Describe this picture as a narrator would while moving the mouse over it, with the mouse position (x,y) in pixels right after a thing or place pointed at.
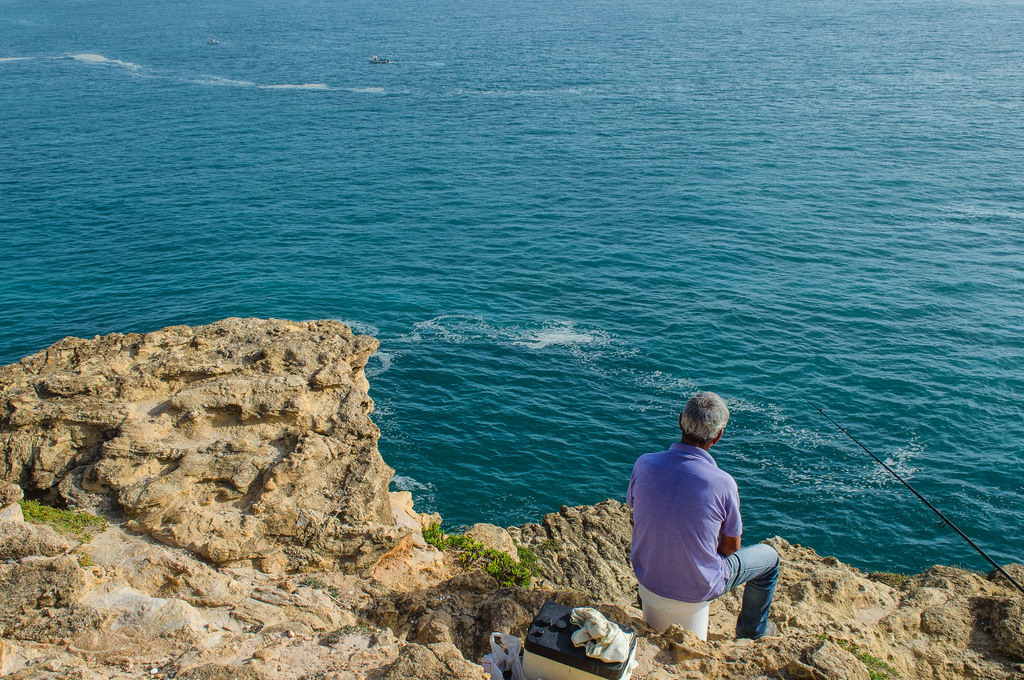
This image is taken outdoors. At the top of the image (447,186) there is a sea (604,97). At the bottom of the image (322,621) there are many rocks (283,596) and there is an object (563,633) on the rock (487,604). In the middle of the image (678,445) a man (632,507) is sitting on the bucket (682,603). On the right side of the image (999,568) there is a fishing rope (1021,590).
